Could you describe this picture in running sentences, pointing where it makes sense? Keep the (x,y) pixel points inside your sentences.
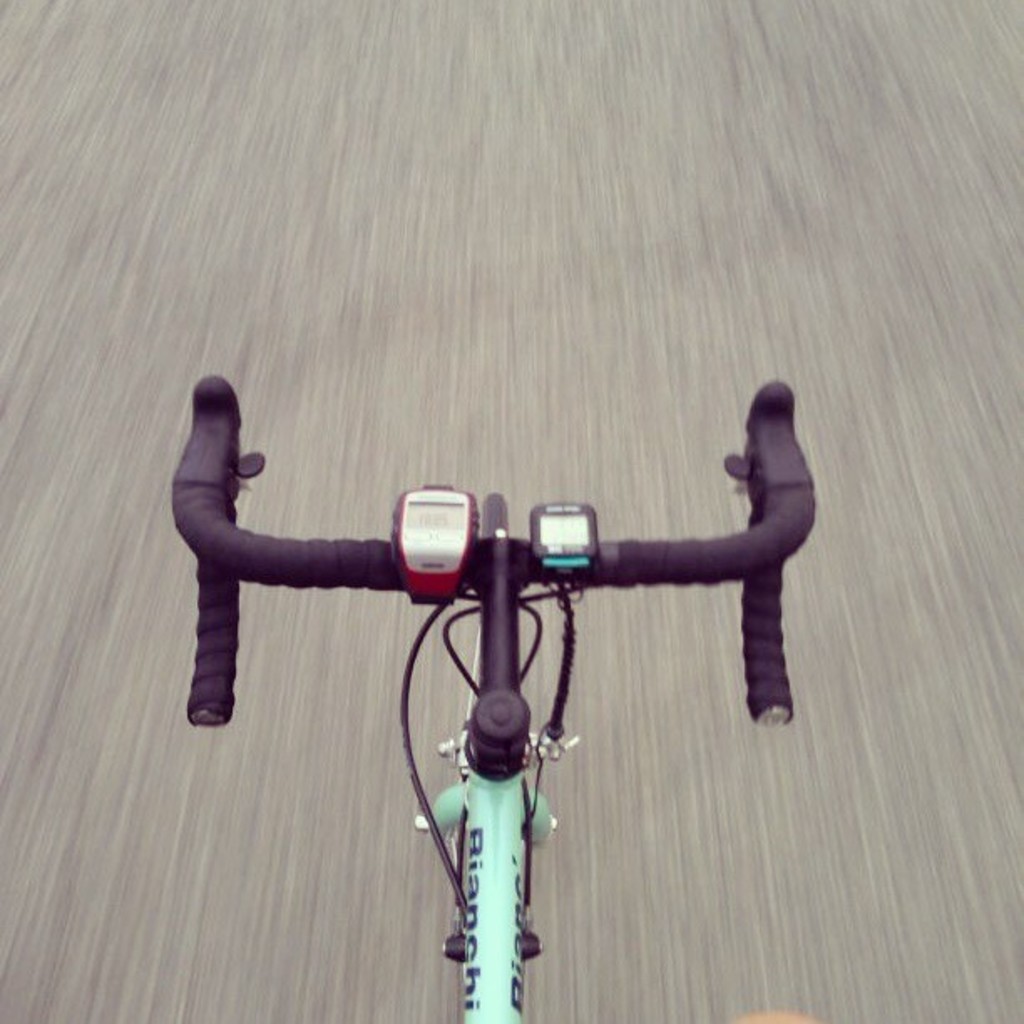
In this picture we can see a handlebar (280,539) and a supporting rod (504,547) of a bicycle (500,846), at the bottom (531,725) there is road (807,368), there are two digital displays (587,540) attached to the handle (618,550).
